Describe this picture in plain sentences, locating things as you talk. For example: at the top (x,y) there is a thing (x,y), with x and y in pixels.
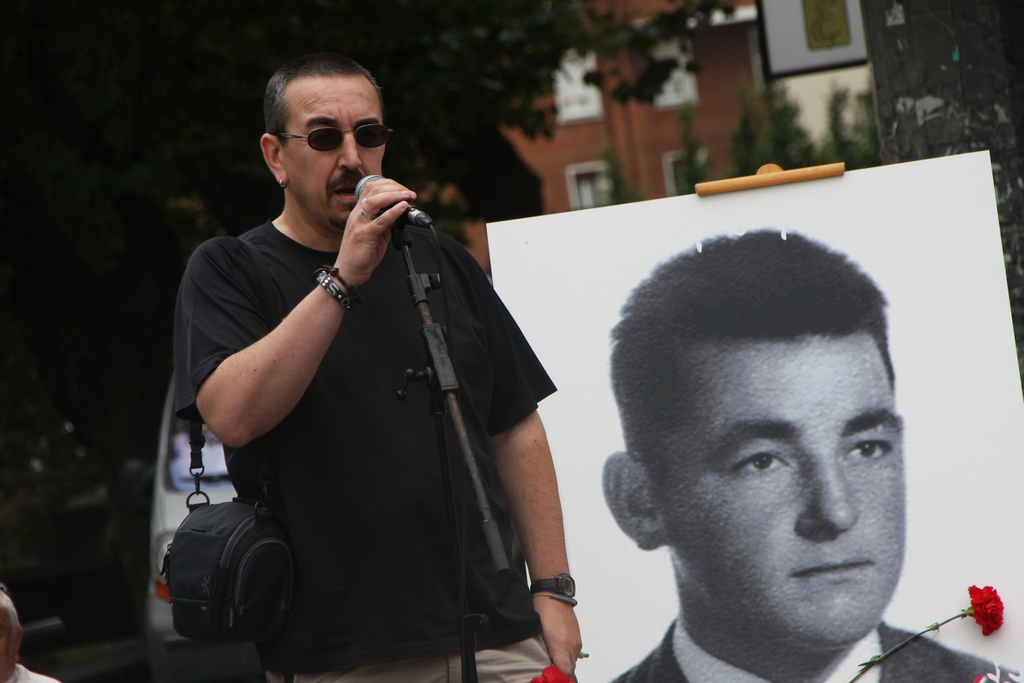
In this picture we can see man (545,392) standing carrying bag (254,524) and talking on the mic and the background (943,510) we can see man poster (893,492) and for that poster (917,570) flower (980,606) is pasted and in the background (73,361) we can see tree (481,88), building (719,100) with windows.
